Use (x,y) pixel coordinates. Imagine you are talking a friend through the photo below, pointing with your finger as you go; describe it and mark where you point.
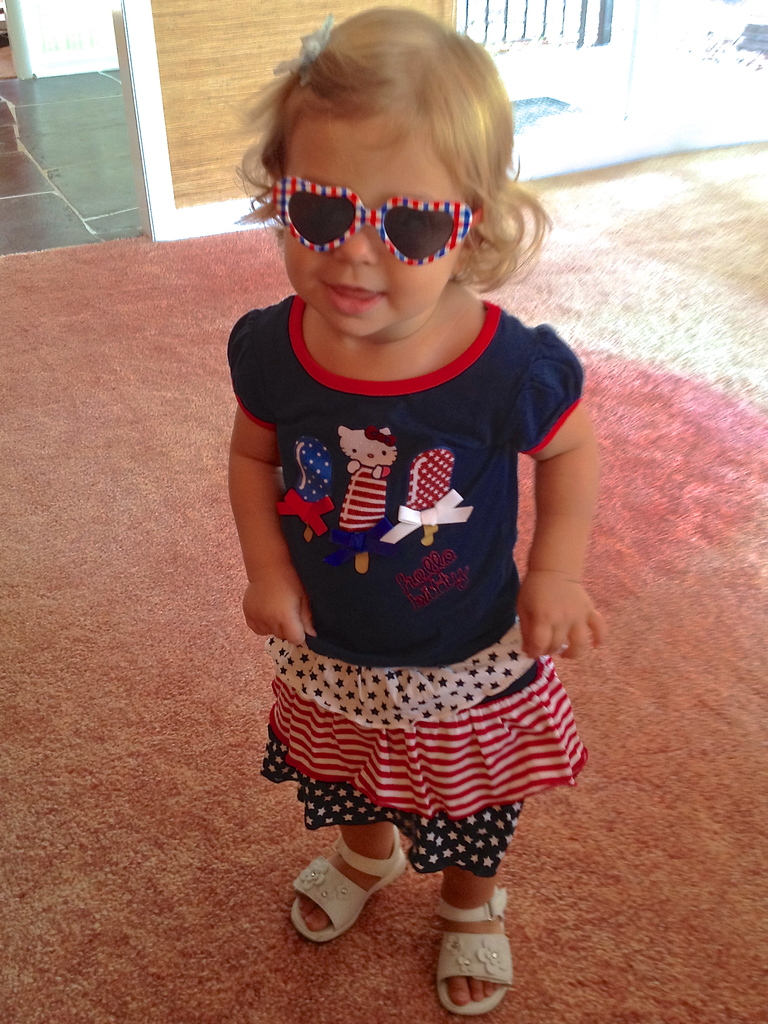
In the foreground of this image (450,492), there is a girl (450,520) standing on the floor mat (654,716). In the background (43,139), there is the floor (119,183) and the wall (233,44).
